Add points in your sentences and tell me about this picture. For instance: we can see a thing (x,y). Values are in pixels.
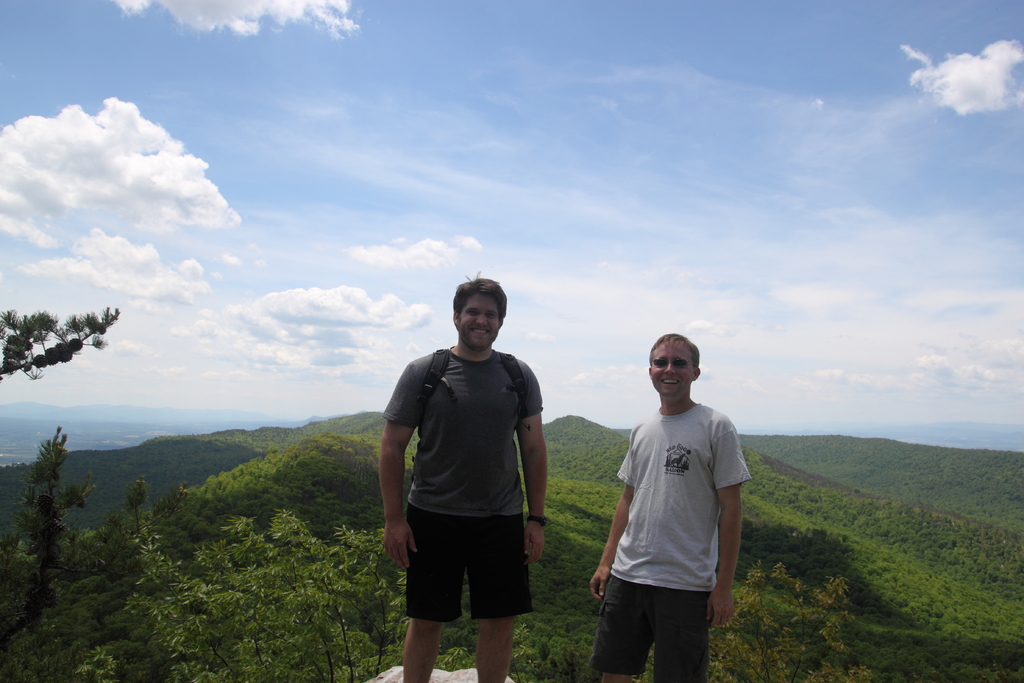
In this image I can see two people (451,409) standing and one person (480,392) is wearing a bag (443,366). Back I can see few trees (253,551) and mountains (345,471). The sky (370,181) is in blue and white color.
